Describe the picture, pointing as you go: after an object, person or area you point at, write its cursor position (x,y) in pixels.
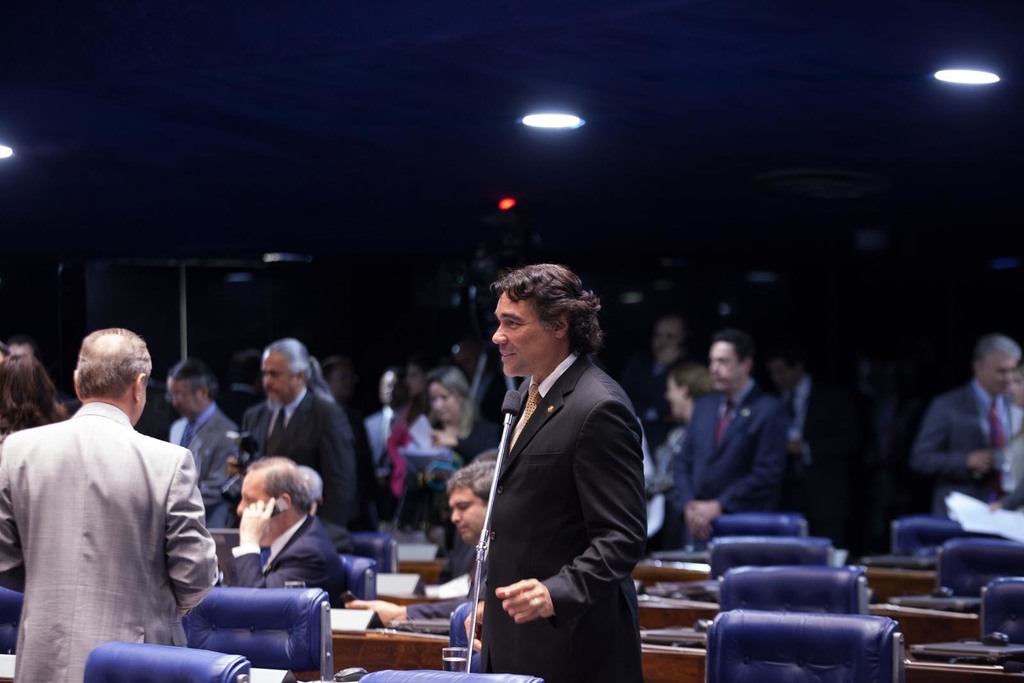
Here we can see a group of people (446,403) standing and a group of people (471,517) sitting on chairs (319,602) with tables (421,664) in front of them with microphones (473,591) on it
